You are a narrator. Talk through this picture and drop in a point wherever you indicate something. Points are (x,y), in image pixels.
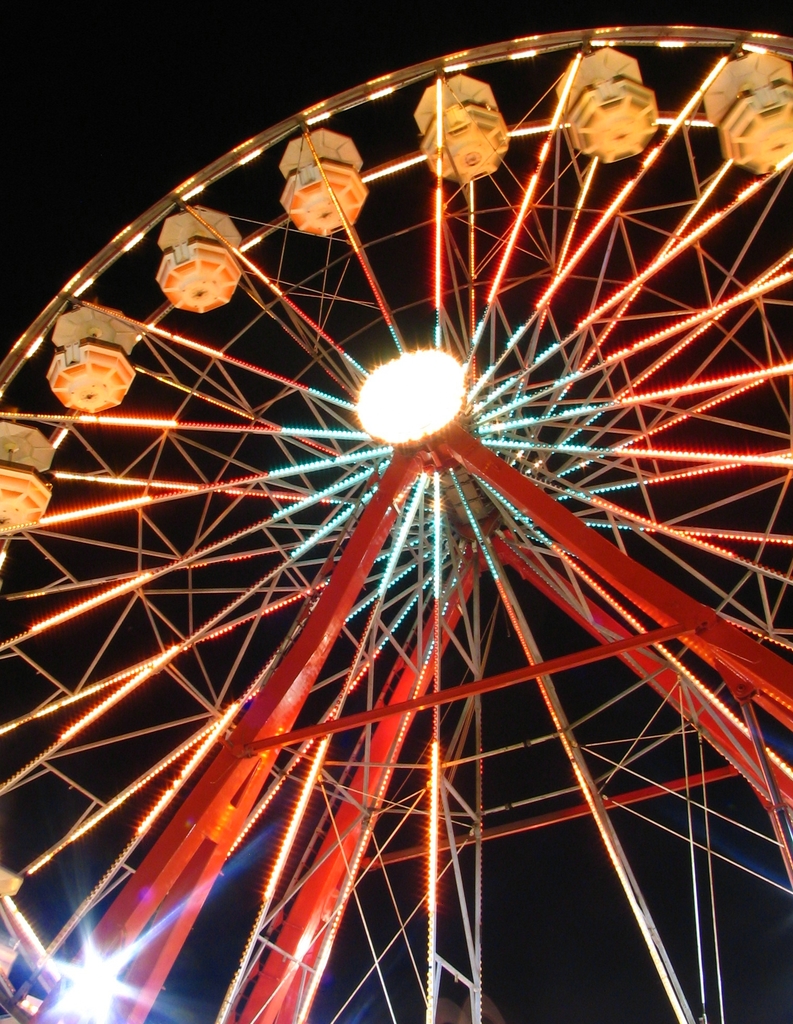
This image consist of an amusement ride (485,462).
